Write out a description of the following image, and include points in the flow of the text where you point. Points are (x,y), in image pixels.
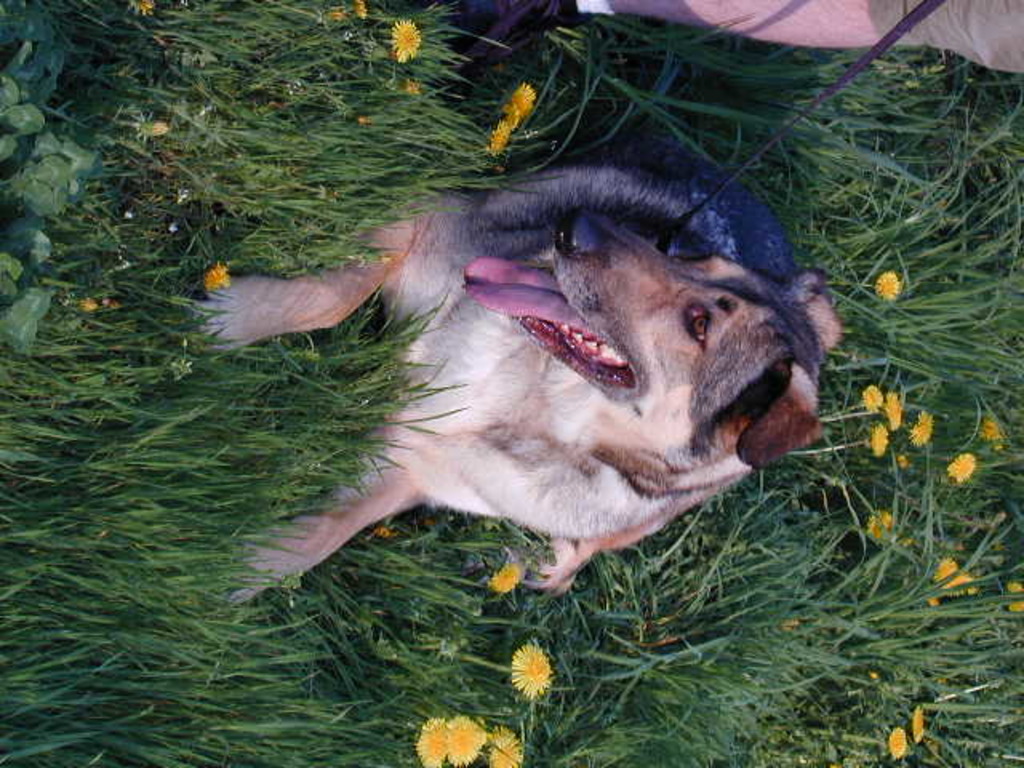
In this image I can see there is a dog (546,564) and a thread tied to the dog (206,336). And there are plants (55,144), Grass (100,179) and flowers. And there is a person's leg (865,44).
